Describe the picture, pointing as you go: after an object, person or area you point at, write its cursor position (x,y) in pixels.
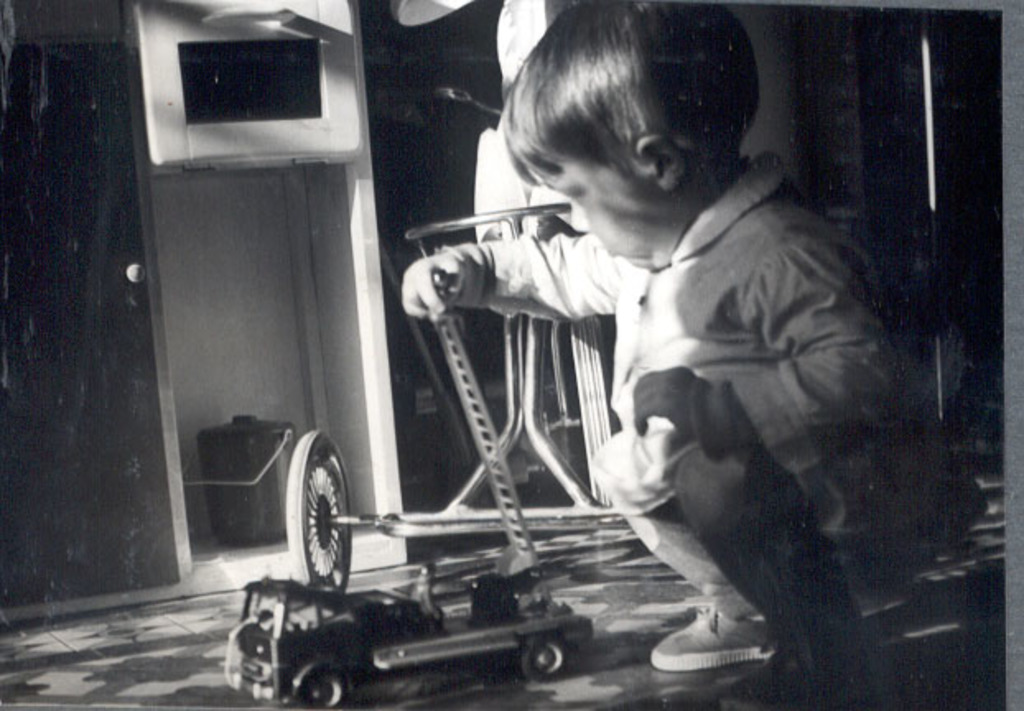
In the center of the image (617,308) a boy (730,332) is sitting on his knees (725,502) and playing with a toy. In the background of the image (375,362) we can see cupboards (207,358), container (240,432), wall (795,127) are there. At the bottom of the image (548,682) floor (573,584) is there.
